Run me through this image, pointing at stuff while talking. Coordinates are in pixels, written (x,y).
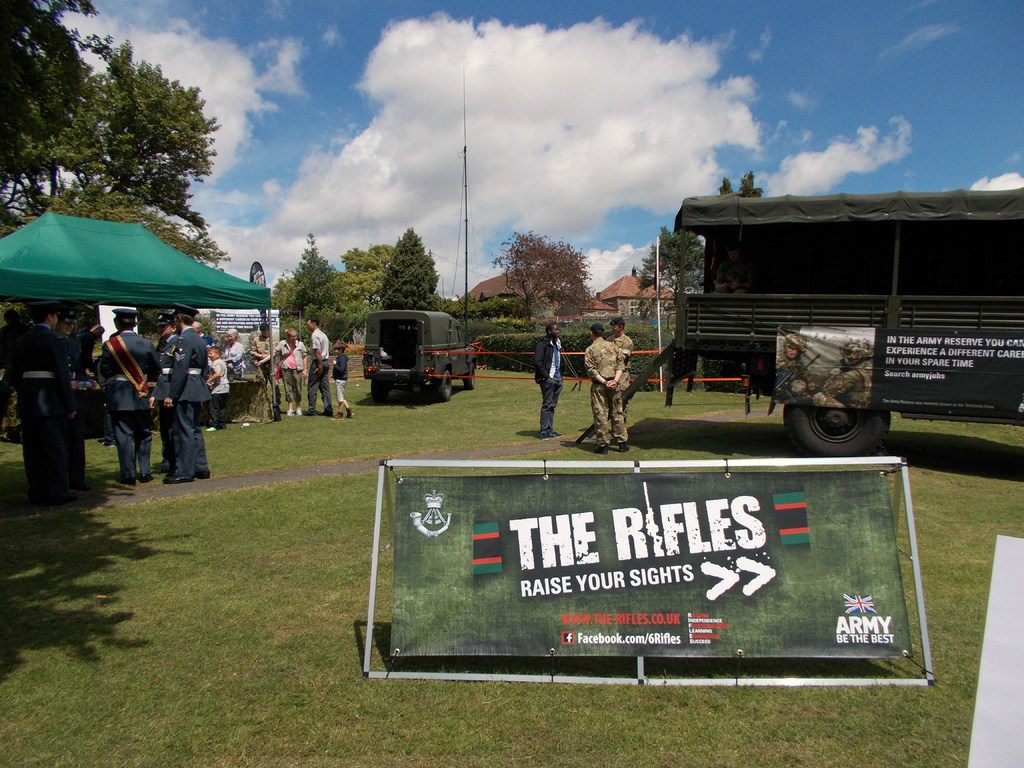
In this image there is a banner (453,480) tied to the stand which is on the grass (697,699), group of people (112,372) standing, and in the background (17,253) there are vehicles (797,412), pole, tent (149,247), table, plants (494,340), trees (431,297), buildings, sky (359,119).
